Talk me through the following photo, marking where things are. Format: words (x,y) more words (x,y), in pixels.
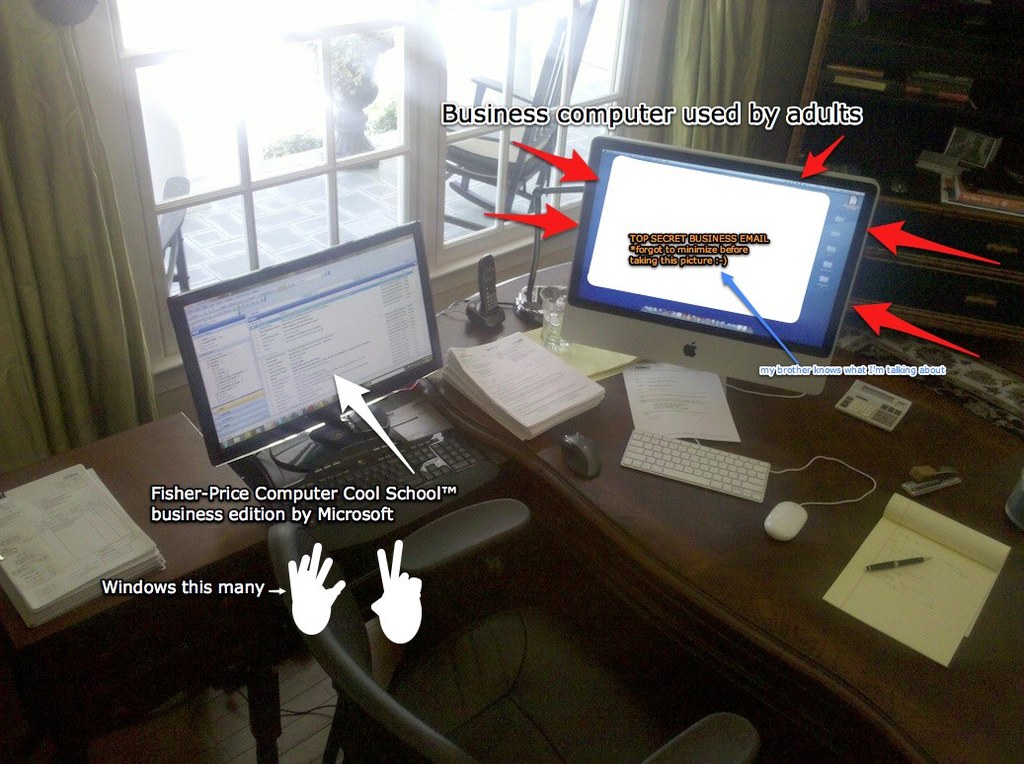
In the foreground of the image (559,656) we can see a chair (390,694) placed on the ground (223,699). To the left side of the image (85,565) we can see some papers (89,549) on the table (183,547). In the center of the image (356,471) we can see screens (616,276), keyboard (631,437), mouse (793,467), telephone (489,310), glass (550,326), pen (897,560) and book (954,598) placed on the table (826,547). In the background (1006,253), we can see books (871,72) in racks (943,111), window (516,135), chair (481,169), plant (348,80) and curtains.
